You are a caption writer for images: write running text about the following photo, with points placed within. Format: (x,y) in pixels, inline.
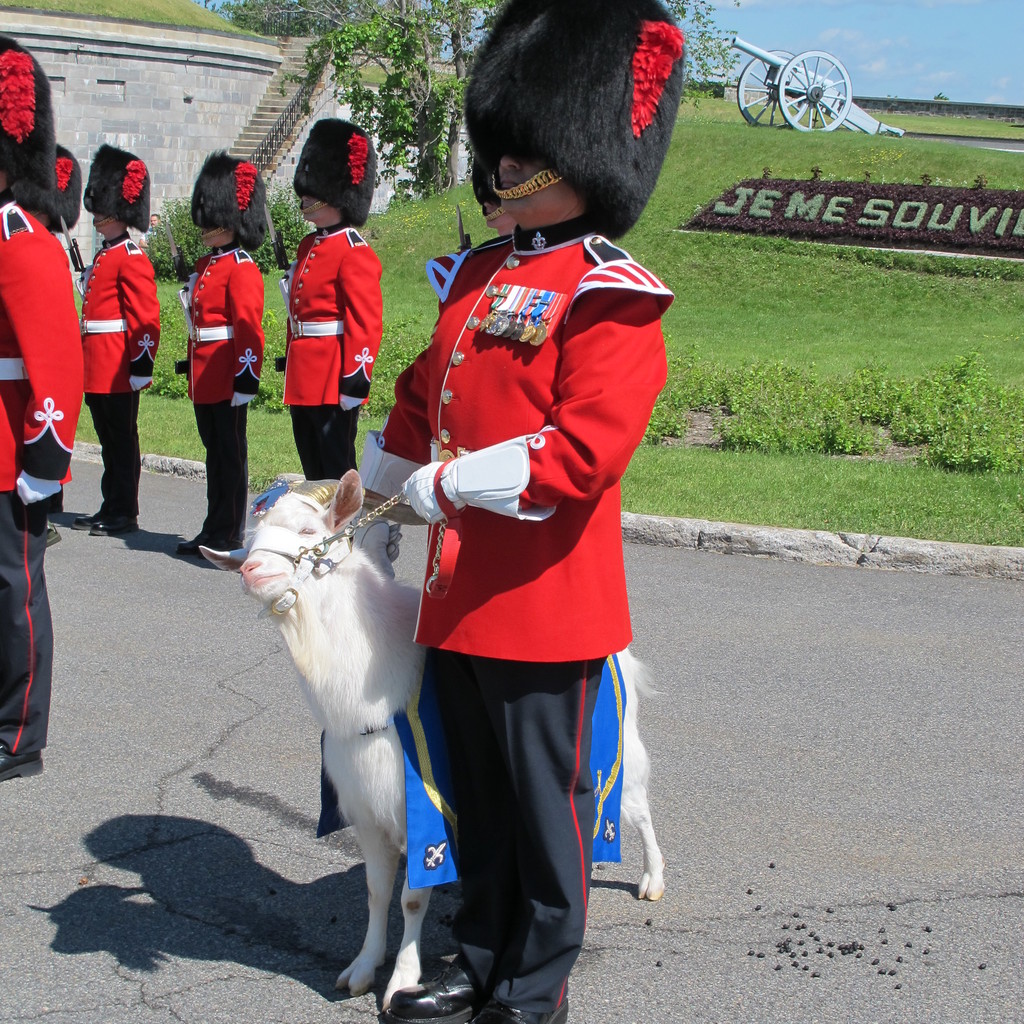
We can see a man (630,448) is standing and holding the belt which is tied to an animal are on the road (144,594). On the left side (121,520) there are few persons (121,520) standing on the road (143,733). In the background (435,212) we can see grass (811,260), trees (418,36) and old cannon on the ground (811,347), wall (117,125), steps (262,119) and clouds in the sky (925,88).
